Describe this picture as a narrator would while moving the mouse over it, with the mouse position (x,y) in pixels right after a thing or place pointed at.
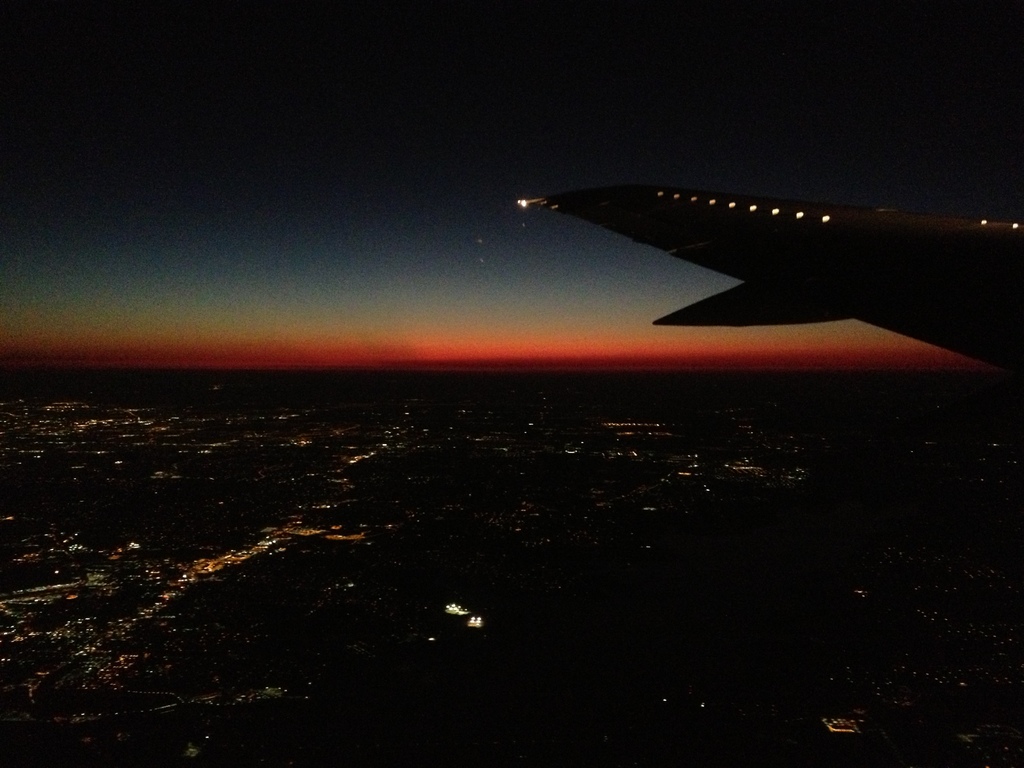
This image is taken from a flight (1000,277), in the background (34,394) it is dark.
